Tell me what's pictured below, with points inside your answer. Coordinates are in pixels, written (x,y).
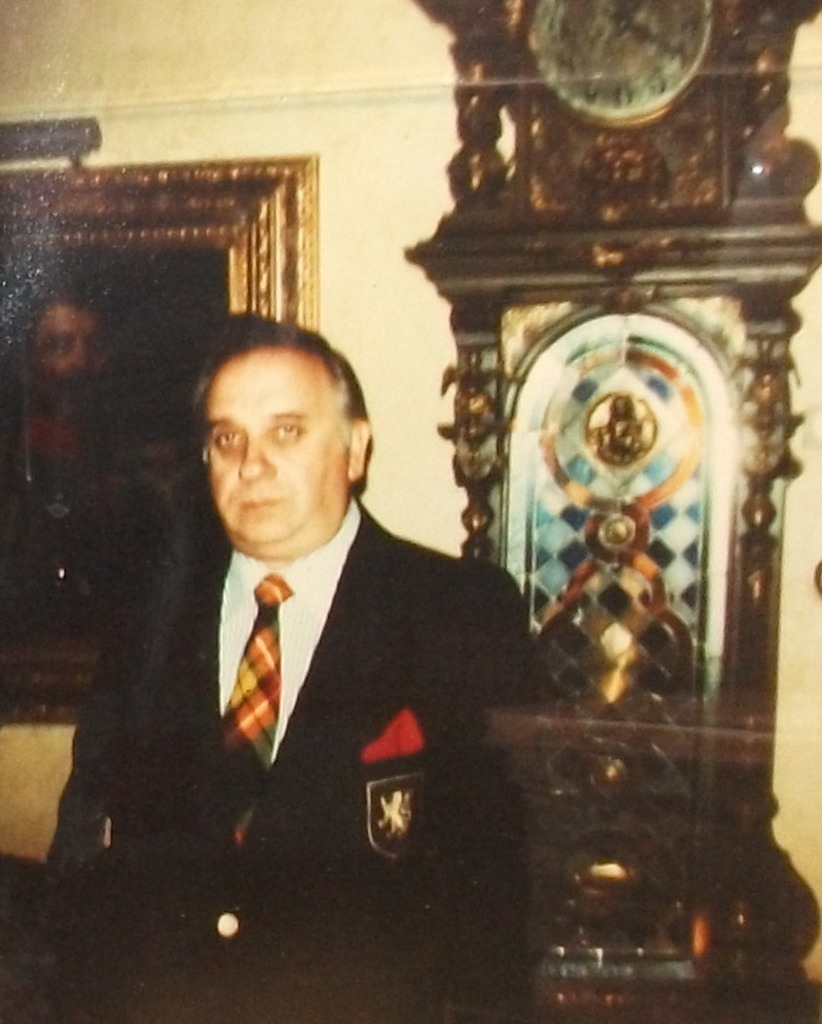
In this image I can see the person (417,649) and the person (428,672) is wearing black blazer (337,599), white shirt (333,596) and brown color tie (260,667). In the background (589,247) I can see the clock (650,197) and the frame (280,224) attached to the wall (236,74) and the wall (329,85) is in cream color.
